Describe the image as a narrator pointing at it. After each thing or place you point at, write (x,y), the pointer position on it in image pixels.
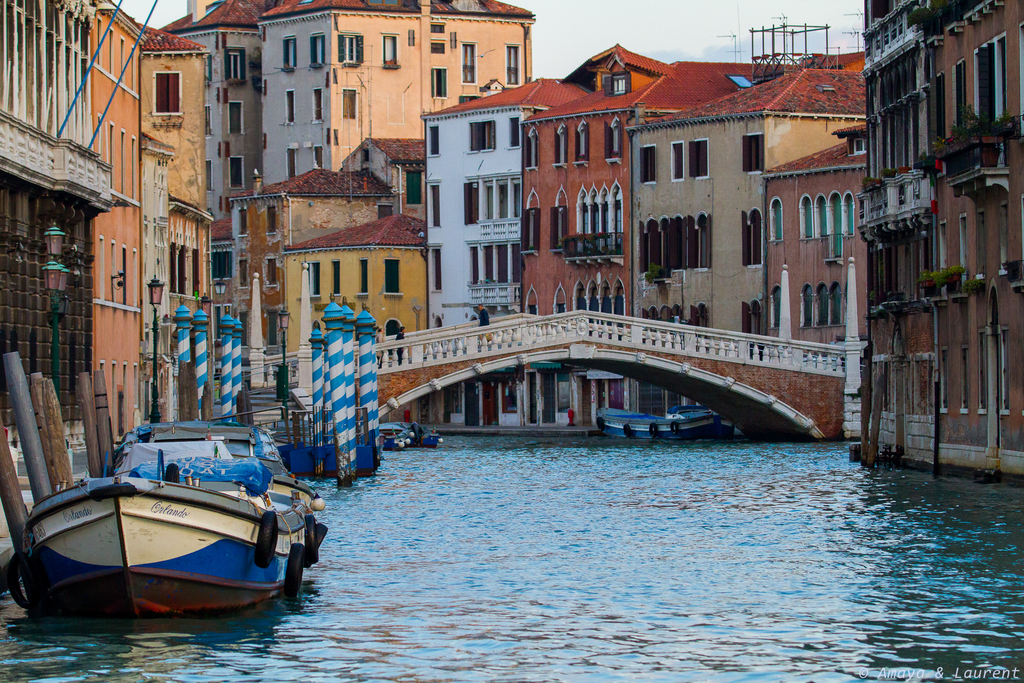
In this picture we can see sky (628,26), buildings (588,300), bridge (859,337), boats (127,527) and water (536,508).
